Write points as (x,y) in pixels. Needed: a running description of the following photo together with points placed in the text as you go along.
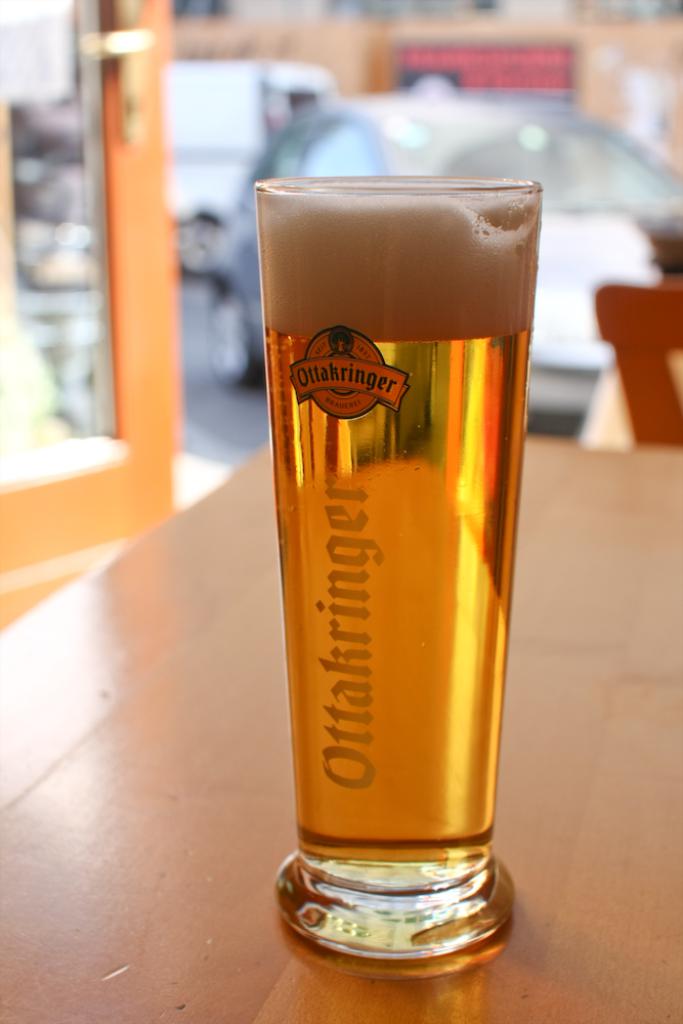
In this image in the center (369,376) there is one glass (342,485) and that glass (397,467) is filled with drink (369,429) and on the background (374,172) there is one car (412,137) and on the left side (68,151) there is one door (39,204) and in the bottom (109,784) there is one table (565,878).
